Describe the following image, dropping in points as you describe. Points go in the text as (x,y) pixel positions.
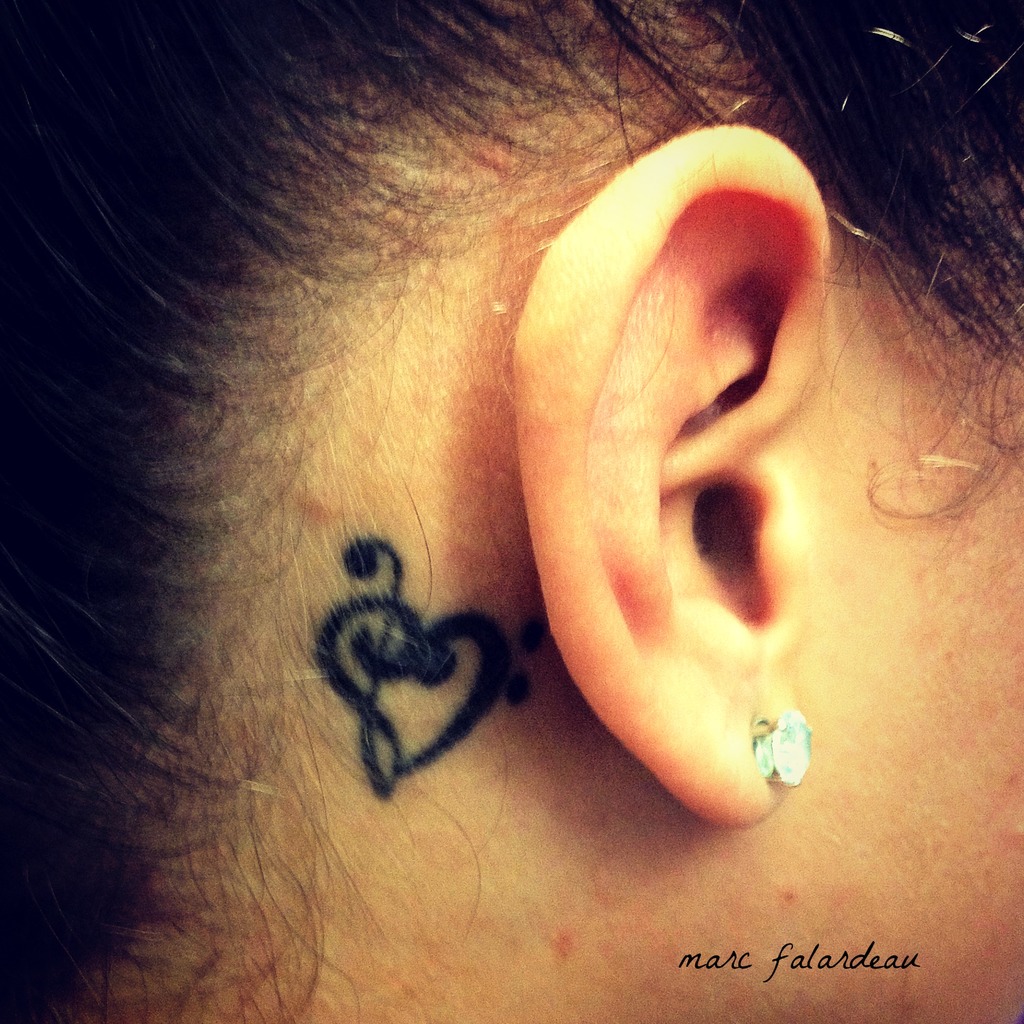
In this image there is one person's ear (647,371) is visible and she is wearing an earring (763,736), and beside the ear (649,353) there is a tattoo (424,685). At the bottom of the image (767,957) there is text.
